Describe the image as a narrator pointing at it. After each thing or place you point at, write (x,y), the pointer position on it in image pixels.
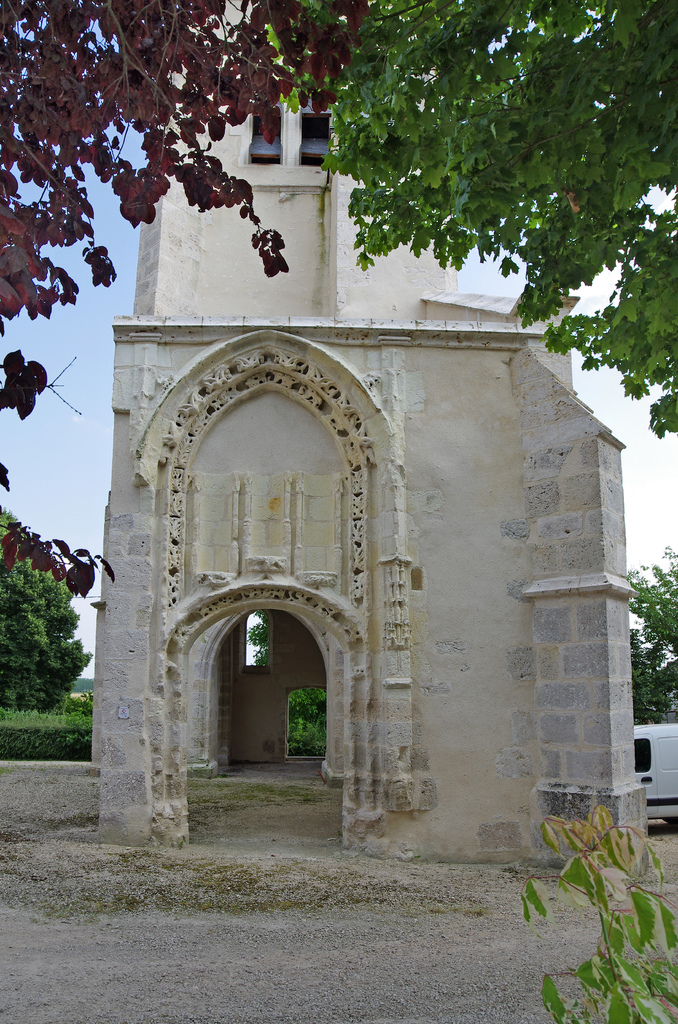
In this picture I can observe a building (232,355) which is in white color. There are some trees (549,162) in this picture. In the background (84,335) I can observe sky (72,366).
